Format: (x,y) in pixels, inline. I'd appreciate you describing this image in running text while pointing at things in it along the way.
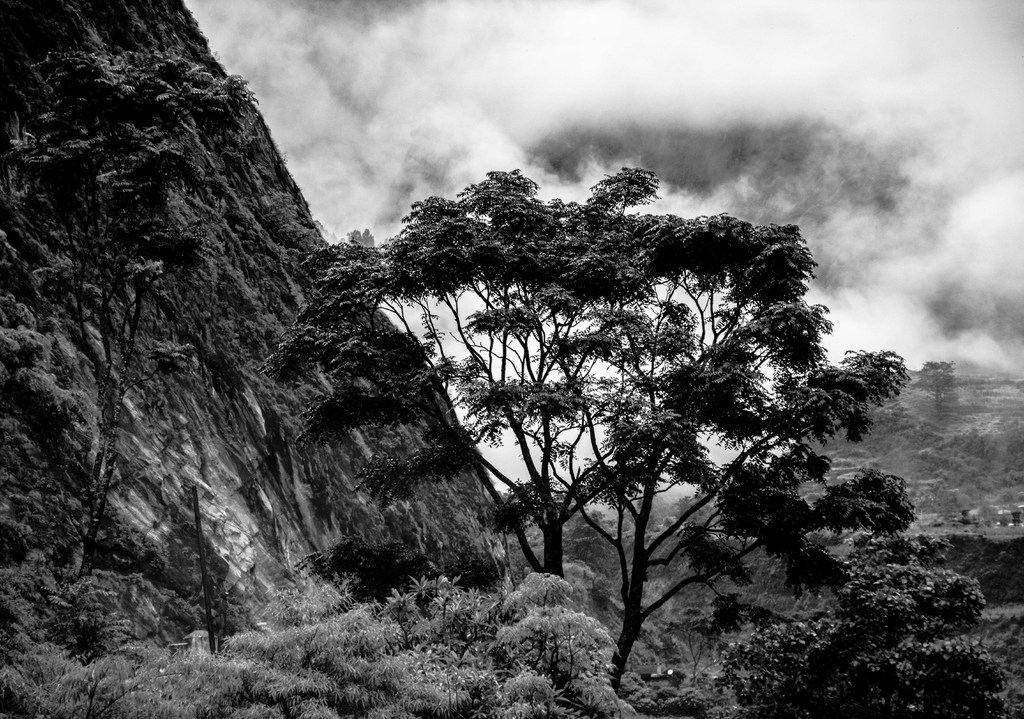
In this picture I see number of trees (725,304) in front (271,689) and in the background (351,97) I see the clouds (379,217) and I see that this is a black and white picture.
